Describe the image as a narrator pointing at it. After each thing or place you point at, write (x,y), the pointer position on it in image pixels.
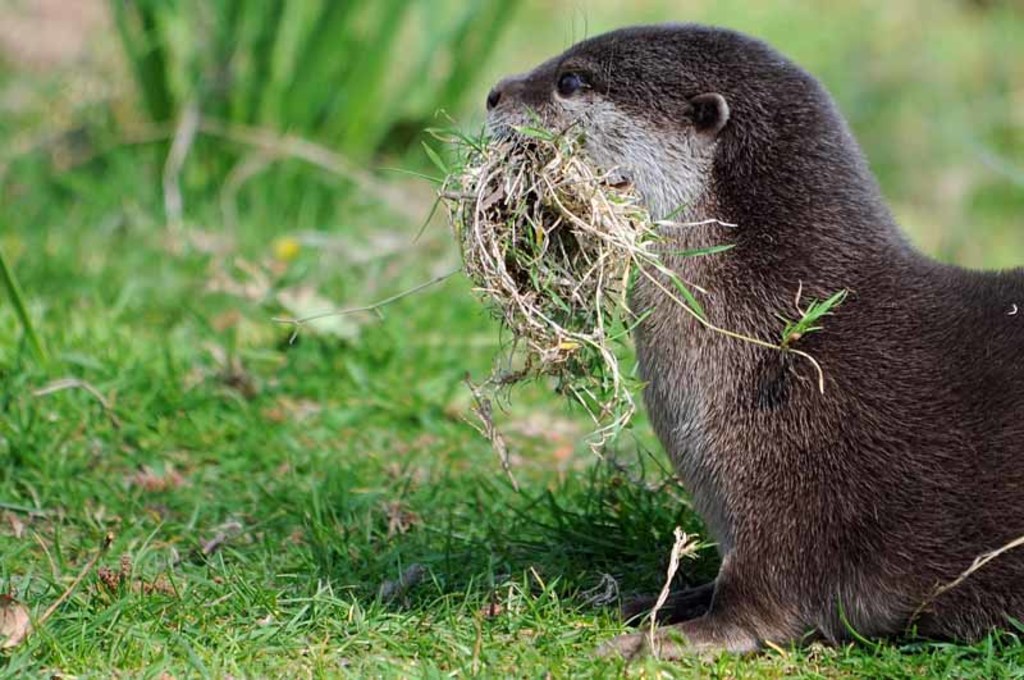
In the image there is an otter (803,439) carrying grass (514,211) standing on the grassland (218,429).
